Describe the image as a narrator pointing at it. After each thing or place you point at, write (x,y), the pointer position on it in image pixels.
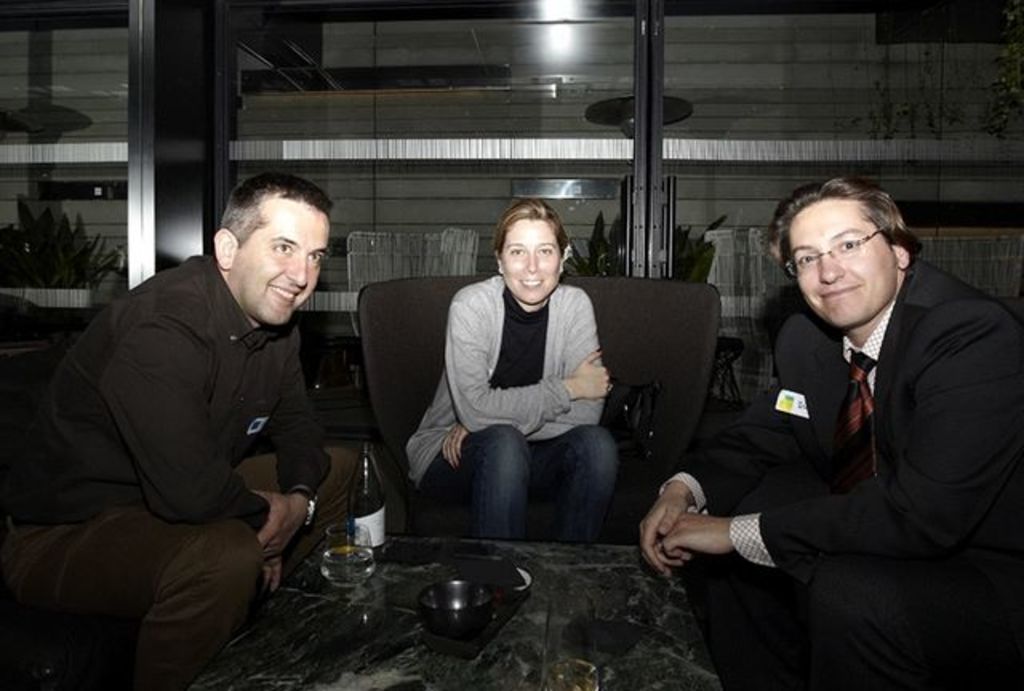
In this picture we can observe three members (767,459). Two of them were men (803,355) and one of them was a woman (523,400). All of them were smiling. In front of them there is a table (516,641) on which we can observe a glass (343,551) and a bottle (368,519). In the background (458,134) there is a glass door (647,120).
